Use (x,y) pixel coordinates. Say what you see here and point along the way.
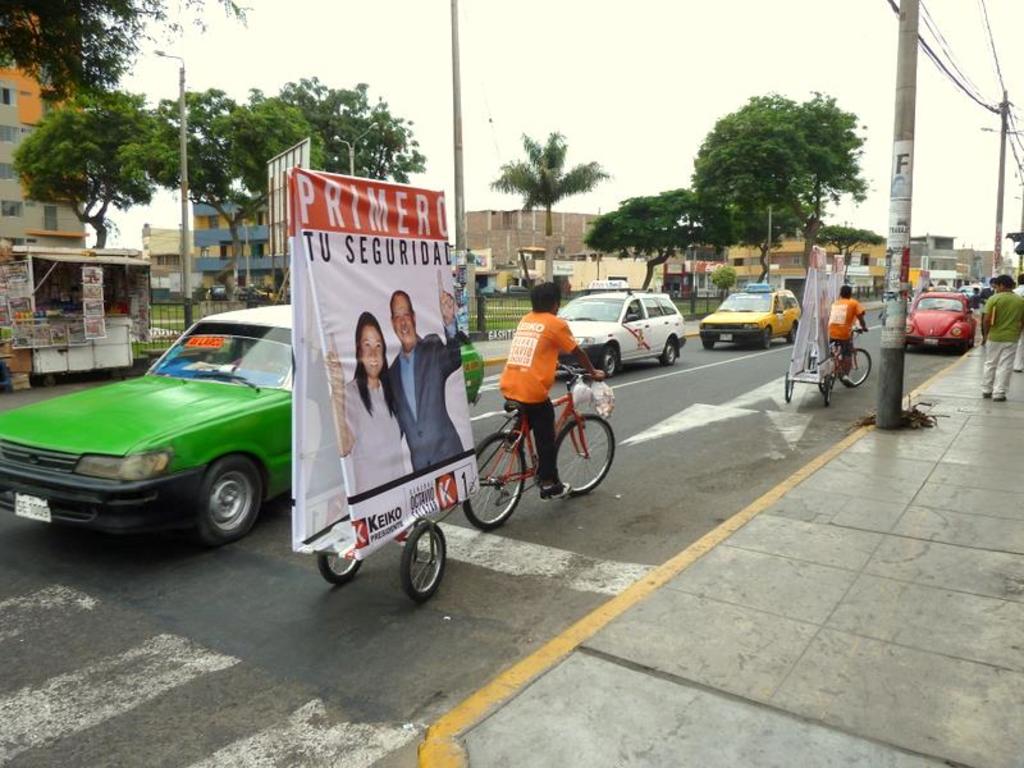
In this picture we can see there are two persons (548,412) riding bicycles (586,443) and to the bicycles (586,419) there are carts (789,386). On the carts (422,520) there are banners (409,466). On the road (862,339) there are some vehicles (971,331). On the right side of the image (998,316), there are people (991,330) and electric poles (896,172) with cables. Behind the vehicles (250,348) there are poles (184,125), iron grilles (180,316), a shop (77,296), trees (139,189), buildings (0,117) and the sky (531,85).
